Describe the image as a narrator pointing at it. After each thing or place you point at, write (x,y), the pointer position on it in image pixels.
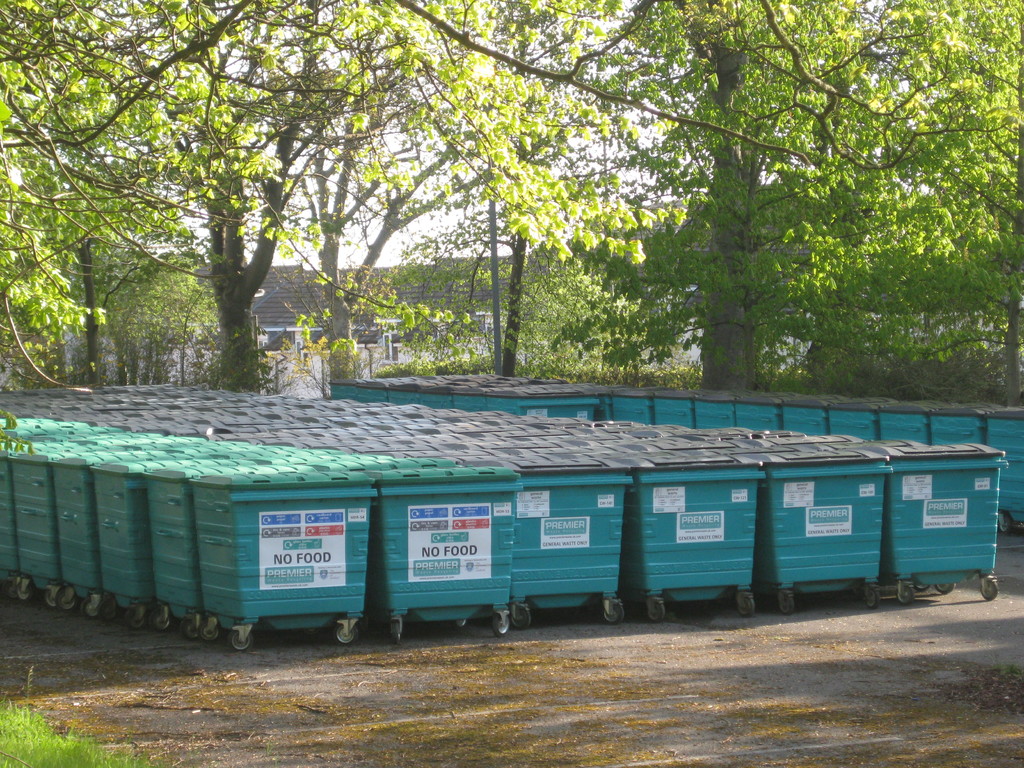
In this image we can see the trash bins (117,442) with wheels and also the text papers (441,540). We can also see the land (998,547), grass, trees (976,79) and also the houses (277,306) in the background (478,304). Some part of the sky (425,227) is also visible.
